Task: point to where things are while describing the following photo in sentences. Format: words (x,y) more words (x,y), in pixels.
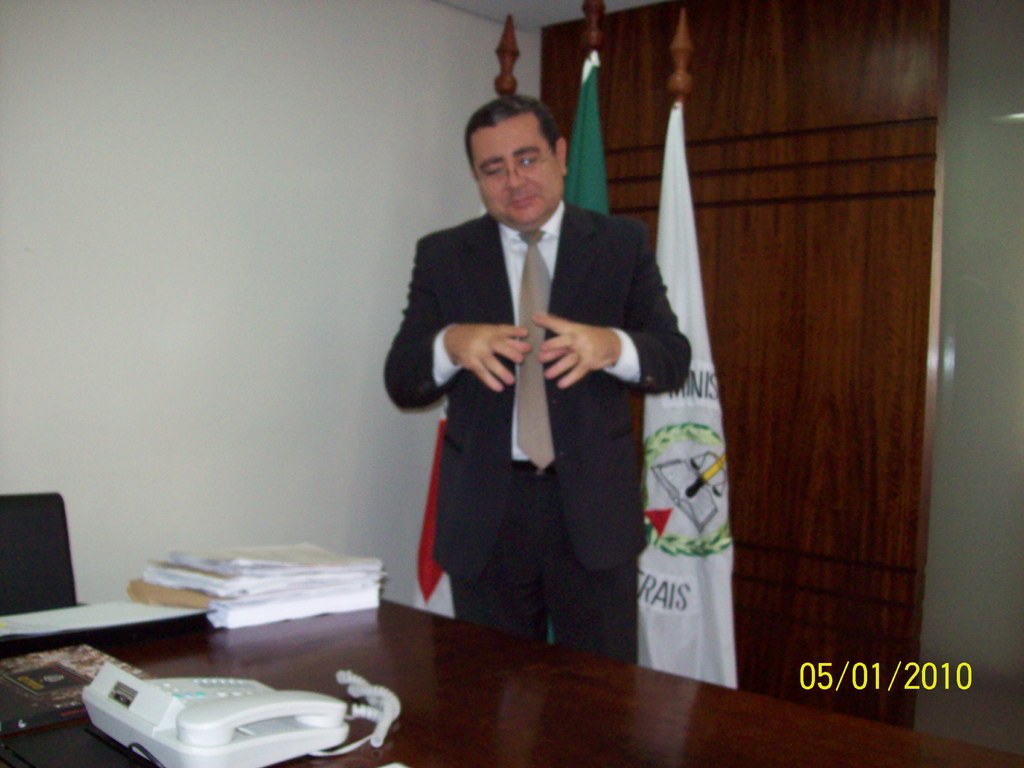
There is a person (482,127) standing in the center (406,373). He is wearing a suit (590,649) and he is trying to explain something. This is a wooden table (626,709) where a telephone (335,700) and bunch of papers (302,600) are kept on it. In the background (674,196) there are three flags (590,61).
